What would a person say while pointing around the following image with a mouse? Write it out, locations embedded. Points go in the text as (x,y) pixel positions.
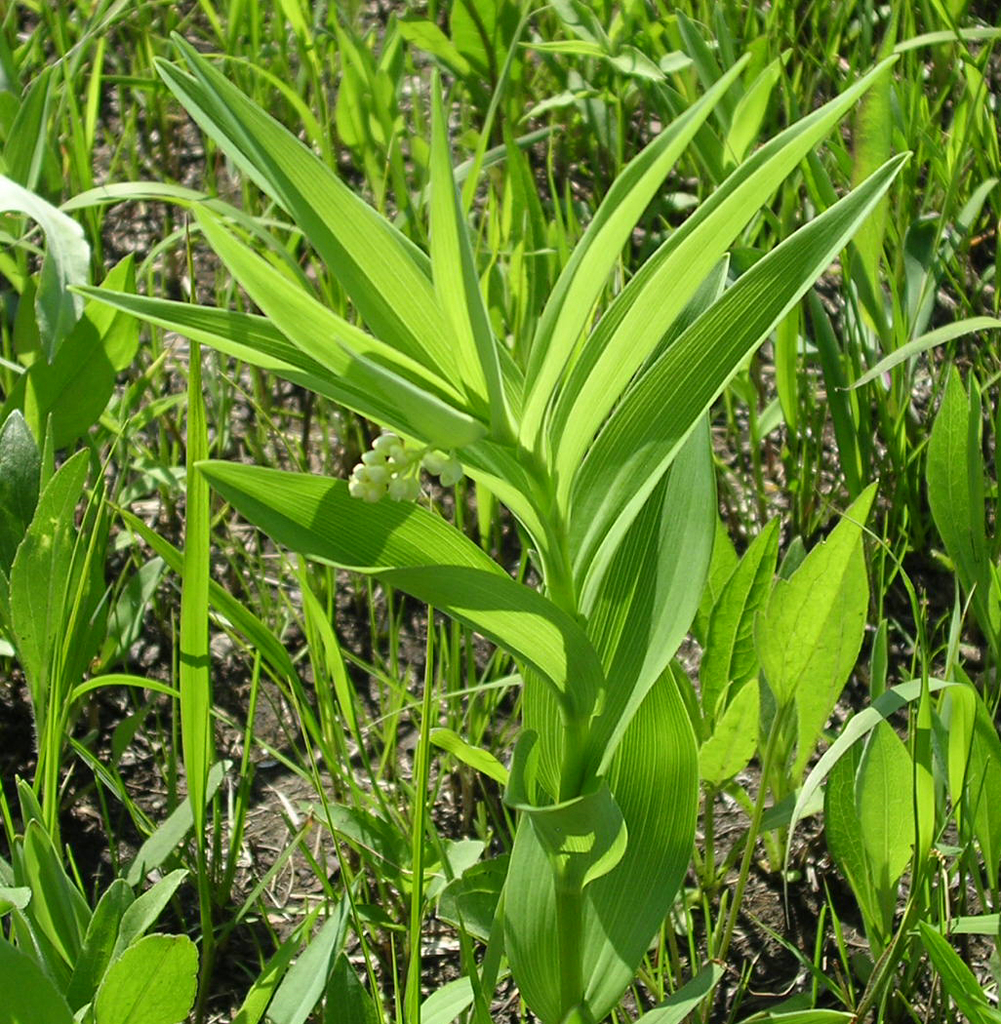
In this picture we can see grass (924,740). Here we can see plants (932,486). On the bottom (340,903) we can see leaves (166,971).
